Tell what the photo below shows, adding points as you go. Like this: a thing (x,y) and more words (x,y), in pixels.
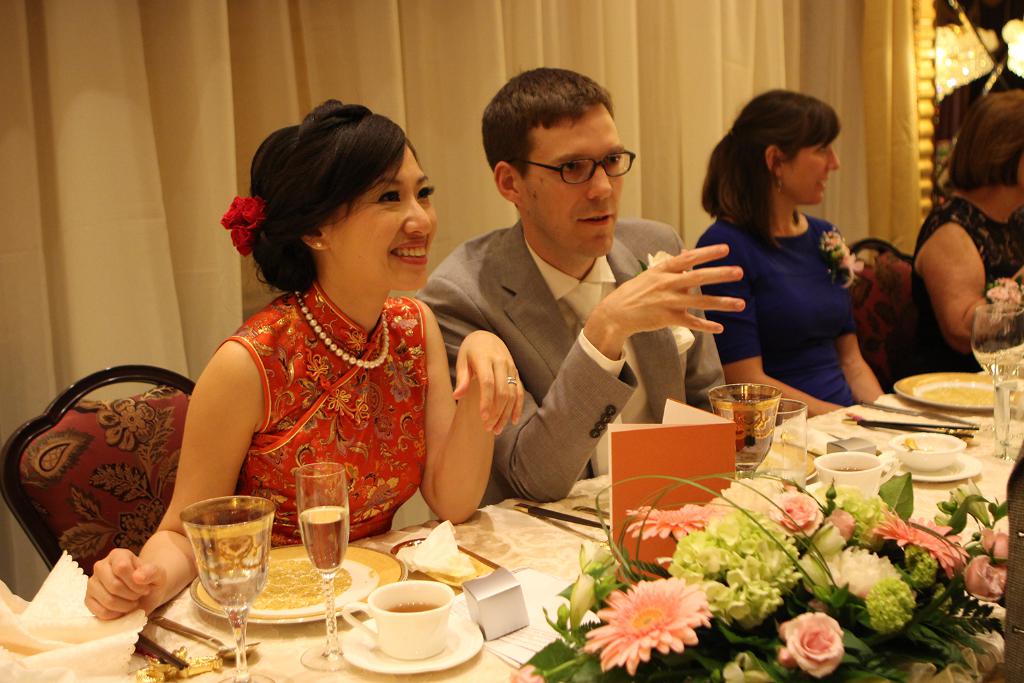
In this image I can see people (665,308) are sitting on chairs (896,295). In-front of them there is a table (493,668). On the table (478,672) there are plates (269,580), glasses (250,586), cups (429,614), saucers (359,660), card (676,459), bouquet (812,658) and objects (946,457). In the background of the image (976,28) there are lights (964,34) and curtain (549,40).
